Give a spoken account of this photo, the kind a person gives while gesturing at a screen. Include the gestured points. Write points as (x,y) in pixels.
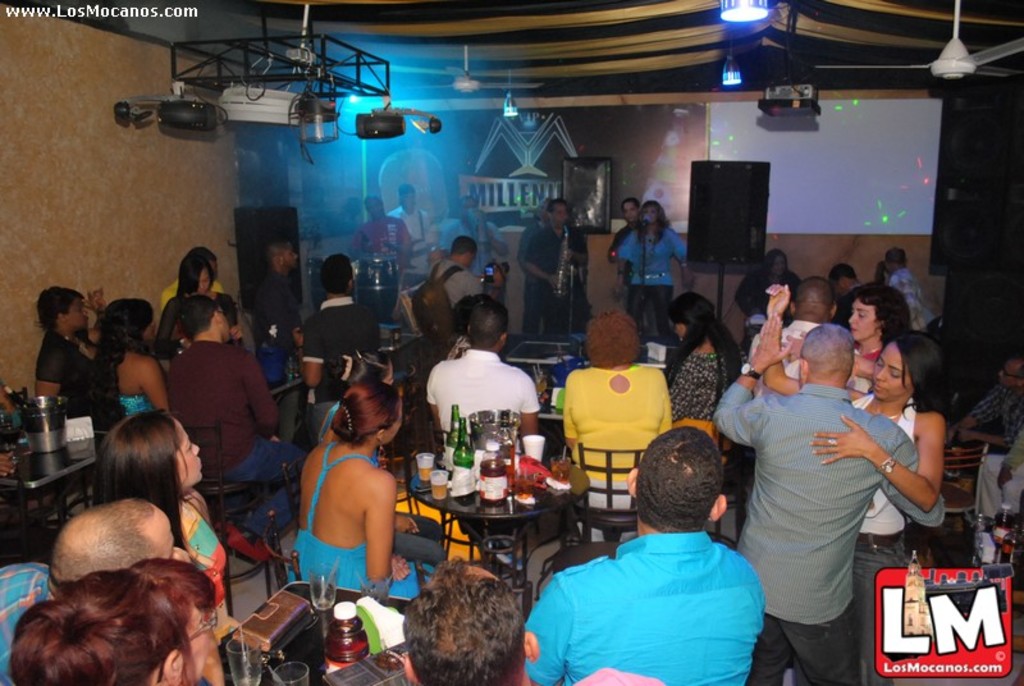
An indoor picture. This is screen (862,147) and sound box (756,194). Woman (660,308) is singing, in-front of her there is a mic (644,248). This persons (561,244) are playing a musical instrument (569,234). Light (730,16) is attached with the roof (744,30). Many persons (619,353) are sitting on a chair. This 2 persons (843,415) are dancing. There are number of tables (543,471). On a table (544,479) there is a bucket (500,427), bottle (459,472) and cup (424,478). This man (455,299) wore bag (449,300).
